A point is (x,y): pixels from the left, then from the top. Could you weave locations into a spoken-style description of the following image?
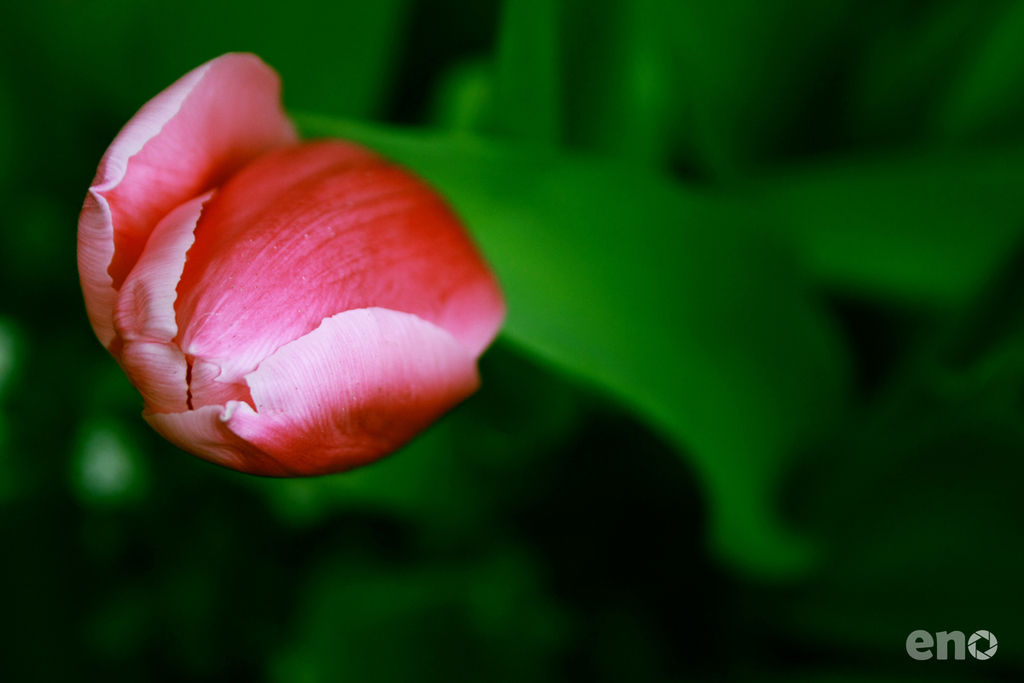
In this picture we can see a flower (200,291) and behind the flower (269,280) there is a green background (462,584) and on the image there is a watermark (920,648).
